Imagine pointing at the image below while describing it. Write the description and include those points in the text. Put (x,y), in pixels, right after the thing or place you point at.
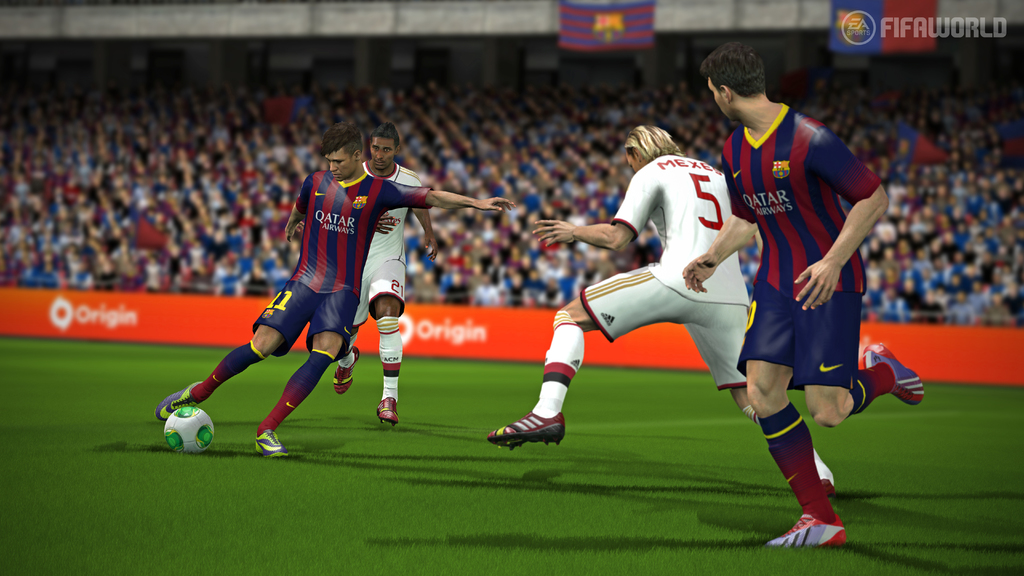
This is a picture of a video game where a person (263,452) is running by kicking a ball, another 3 persons (755,385) are running in the ground (589,458), and in back ground (8,133) there are group of people (560,104).
